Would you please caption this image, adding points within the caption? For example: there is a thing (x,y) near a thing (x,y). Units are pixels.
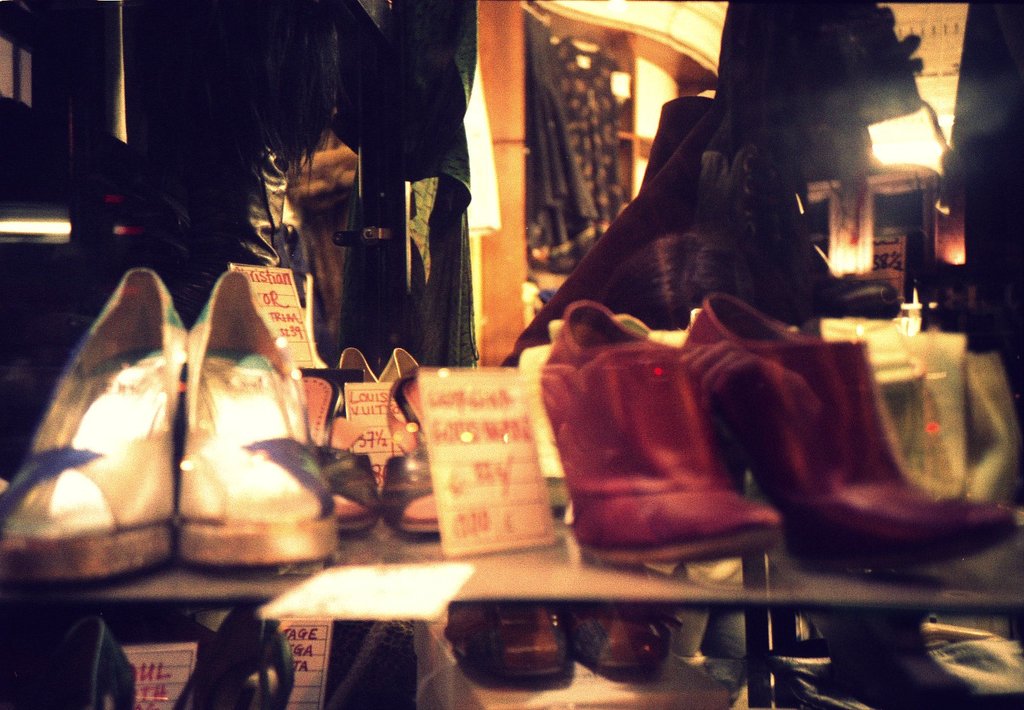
In this image, we can see some shoes (874,551) and we can see some clothes (432,210) hanging.
